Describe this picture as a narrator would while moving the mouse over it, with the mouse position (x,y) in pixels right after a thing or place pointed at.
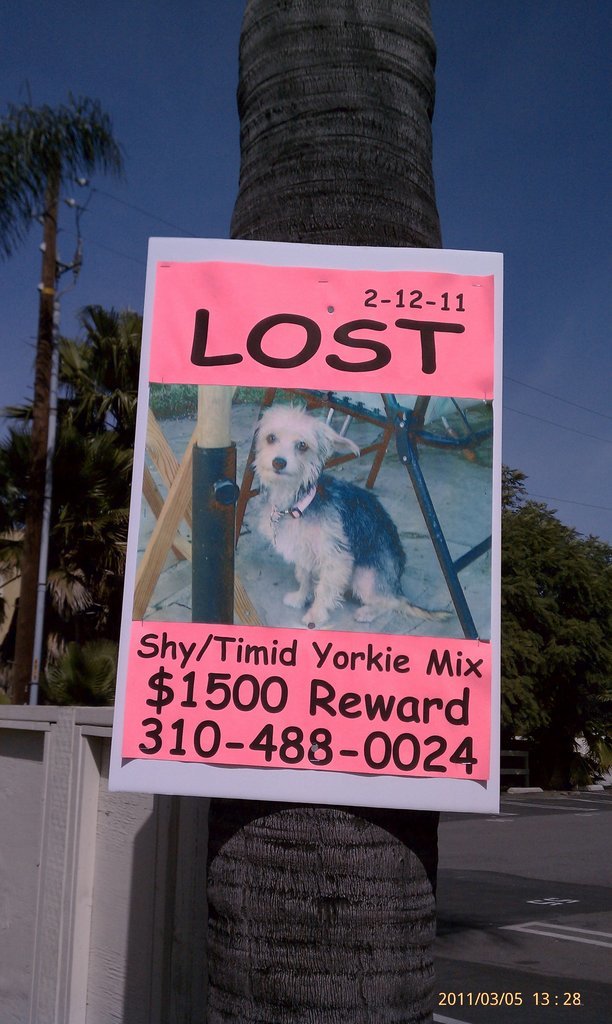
In this picture I can see poster (326,516) attached to the tree (323,98). On the poster (335,520) I can see a dog (316,523) and something written on it. In the background (99,468) I can see trees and the sky (216,101). I can also see a pole (41,638) which has wires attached to it.
